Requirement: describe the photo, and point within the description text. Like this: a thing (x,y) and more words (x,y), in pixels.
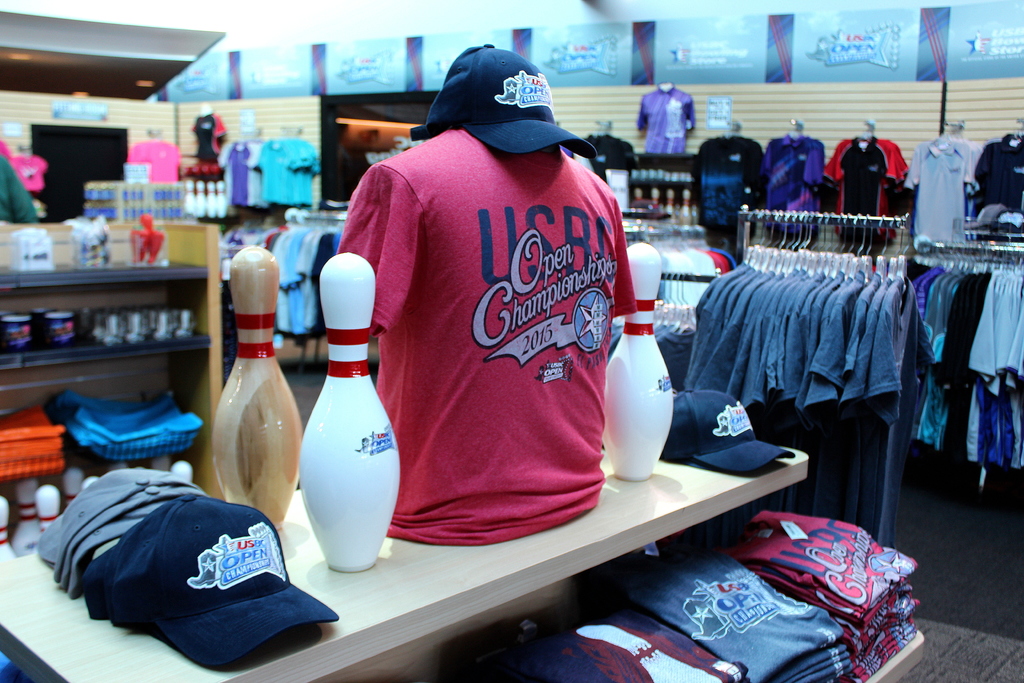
In the picture we can see some clothes (748,337) which are hanged, there are some caps (219,535), mannequins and we can see some bowling pins (245,473) and in the background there is a wall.
